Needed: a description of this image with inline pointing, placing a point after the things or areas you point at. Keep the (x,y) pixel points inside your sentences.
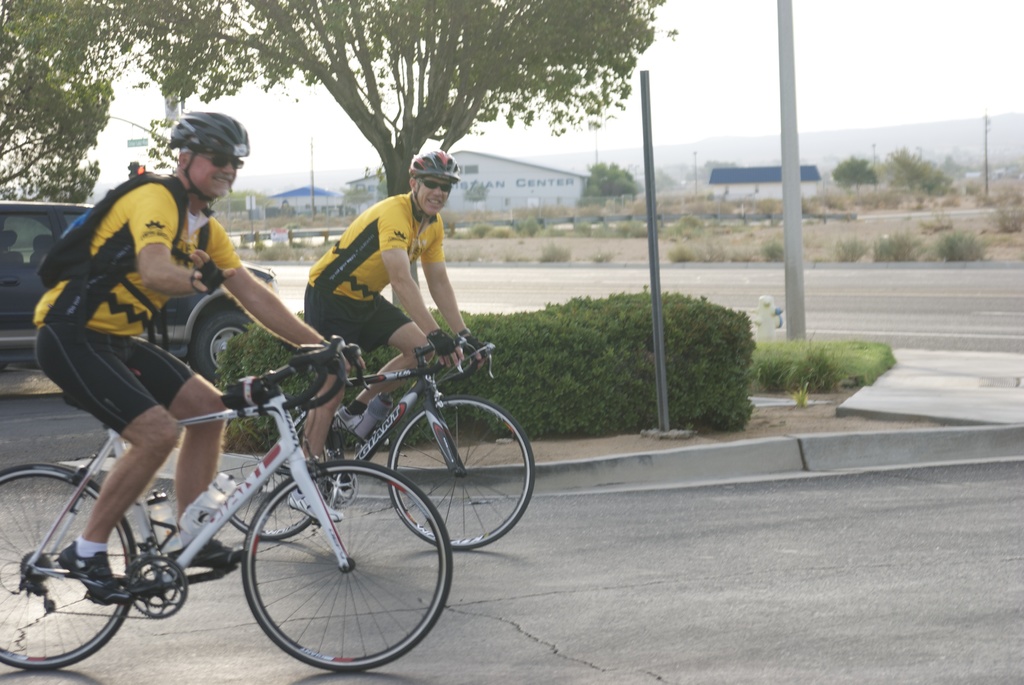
In this picture we can see two men (125,251) wore goggles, helmets (441,160) and riding bicycles (321,582) on the road (596,575), trees (10,103), poles (313,148), buildings (509,192) and in the background (628,113) we can see the sky (722,80).
